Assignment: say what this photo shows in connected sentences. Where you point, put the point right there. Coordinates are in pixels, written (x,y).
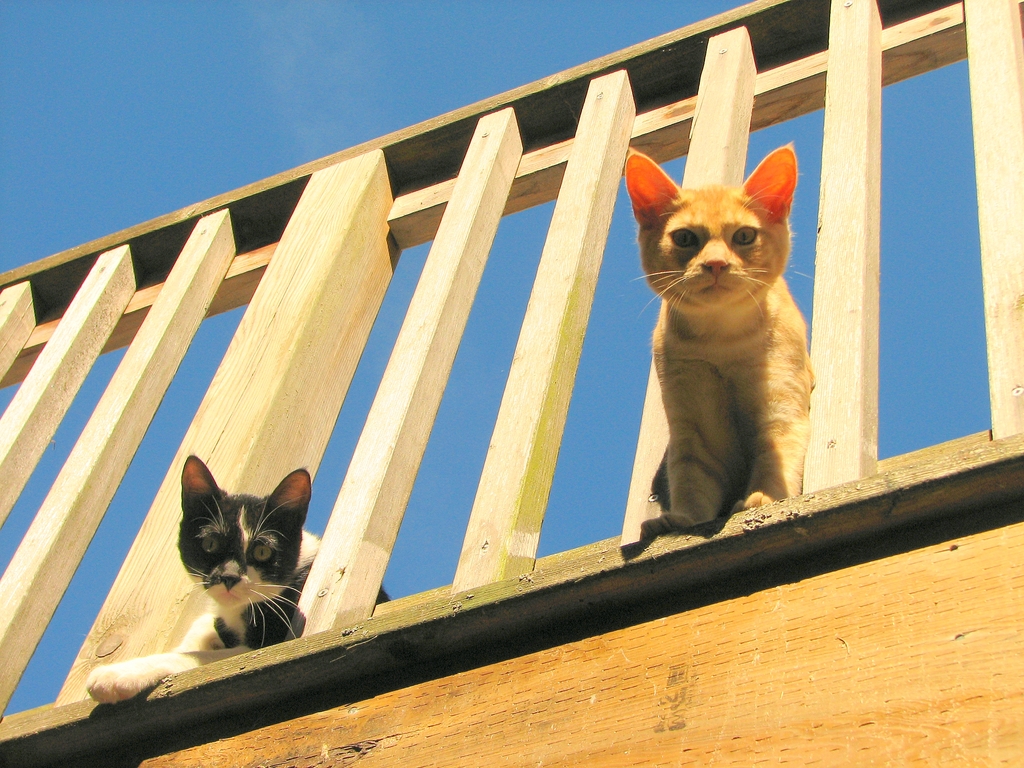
In the background (973,412) portion of the picture we can see a clear blue sky (962,342). In this picture we can see two cats (698,390) and a wooden fence (149,561). At the bottom portion of the picture (822,686) we can see a wooden board (755,705).
